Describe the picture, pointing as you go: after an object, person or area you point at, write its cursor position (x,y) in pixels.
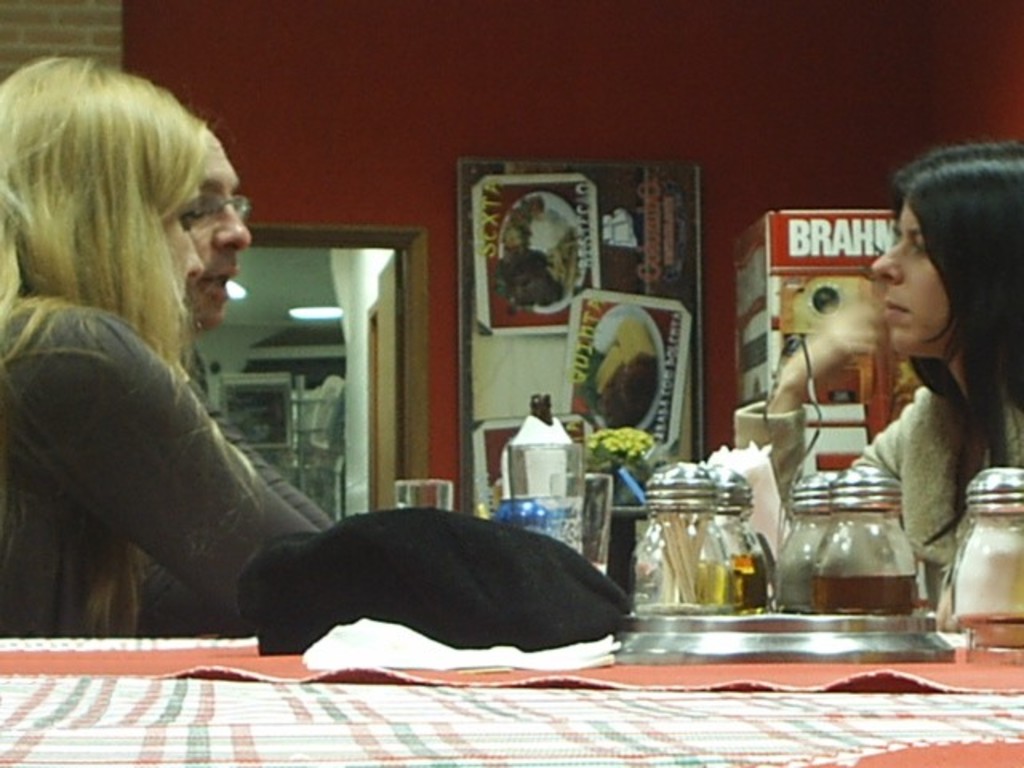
This Image is clicked inside. There are three people (929,369) in this image two women (931,379) and one man (221,155). One woman (916,184) is sitting on the right side (954,434) and one woman (111,355) is sitting on the left side (144,521). Man (311,510) is sitting on the left side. There is a door (386,434) in the middle (388,381), there is table (491,733) in the bottom (625,737) on the table (65,666) there are clothes (534,617), glasses (578,525), boxes (985,591).
